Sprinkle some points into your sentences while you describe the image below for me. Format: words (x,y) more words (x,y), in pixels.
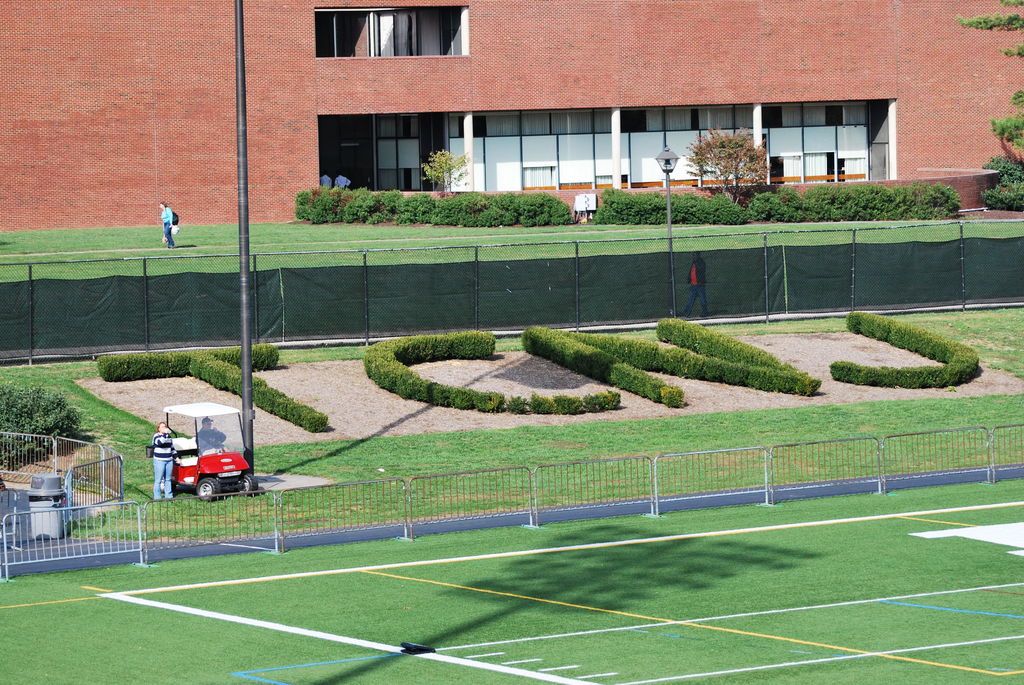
In this picture we can see grass (650,632) at the bottom (651,593), in the background (537,58) there is a building (501,41), we can see barricades (567,492), some bushes (745,377), plants (235,390) in the middle (477,399), on the left side (226,468) there is a vehicle (217,465), we can see a person (209,445) is sitting in the vehicle (197,456), there is another person (160,467) standing beside the vehicle (191,412), we can see a pole (247,192) in the middle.
